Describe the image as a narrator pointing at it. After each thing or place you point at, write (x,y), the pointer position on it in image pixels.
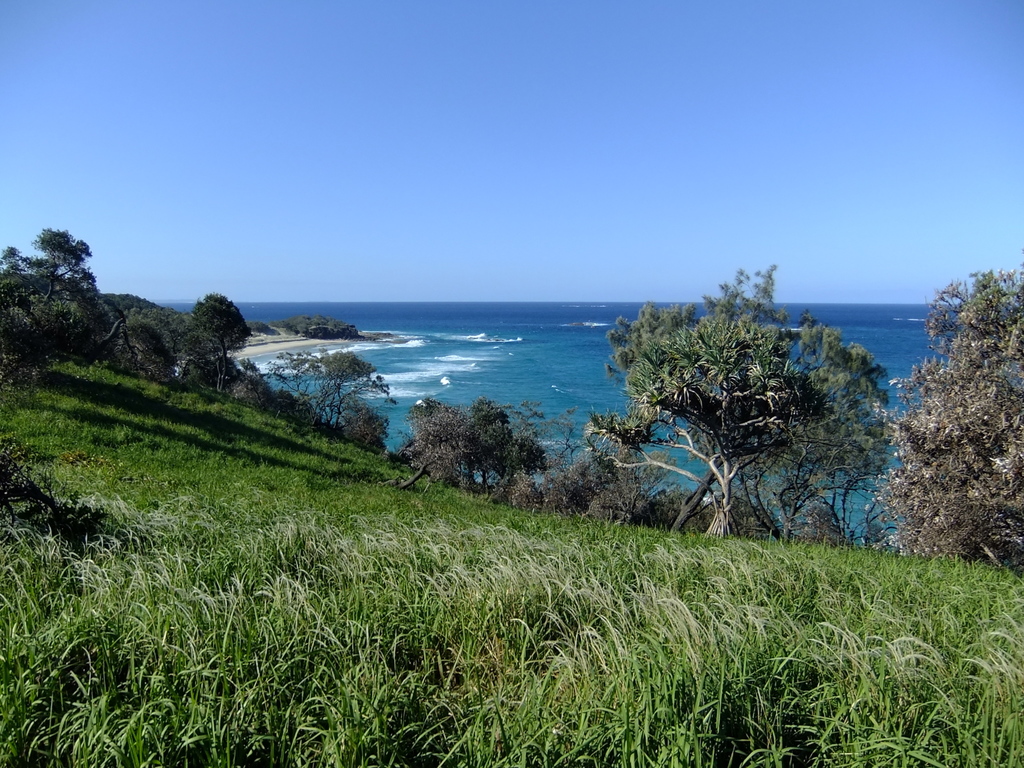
In this image we can see an ocean (526,368). Bottom of the image (627,523) trees (723,510) are there and grassy land (357,615) is present.
